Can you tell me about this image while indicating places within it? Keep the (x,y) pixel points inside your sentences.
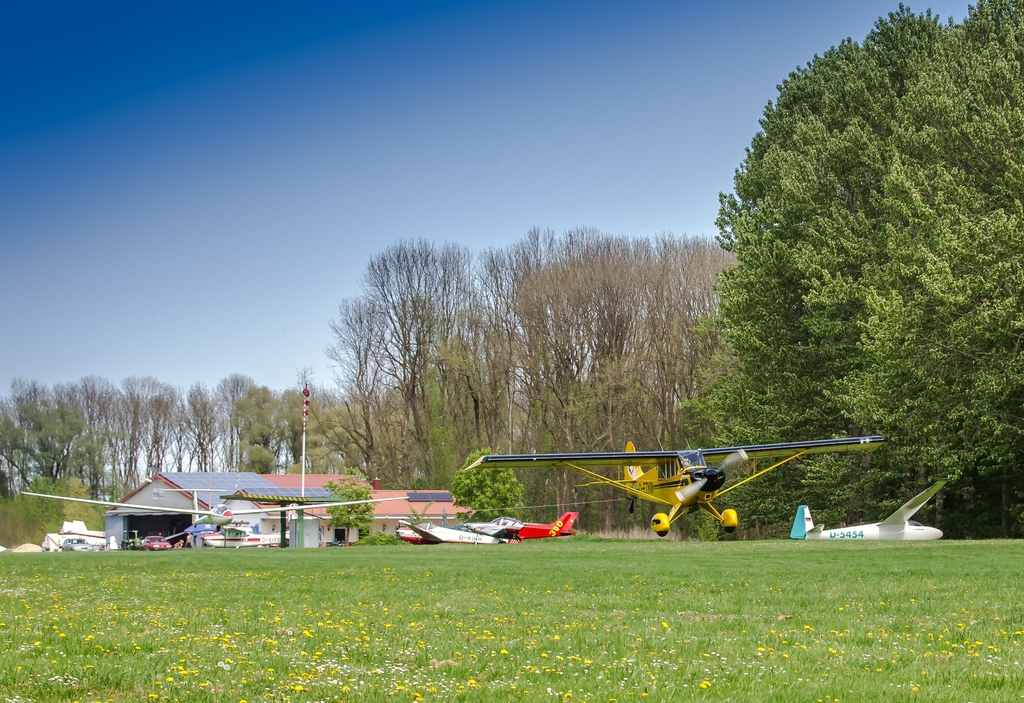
In this picture we can see plants (499,598), flowers (339,624), airplanes (477,532), sheds (453,515), pole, vehicles (74,540) and trees (349,462). In the background of the image (542,168) we can see the sky (411,217).
